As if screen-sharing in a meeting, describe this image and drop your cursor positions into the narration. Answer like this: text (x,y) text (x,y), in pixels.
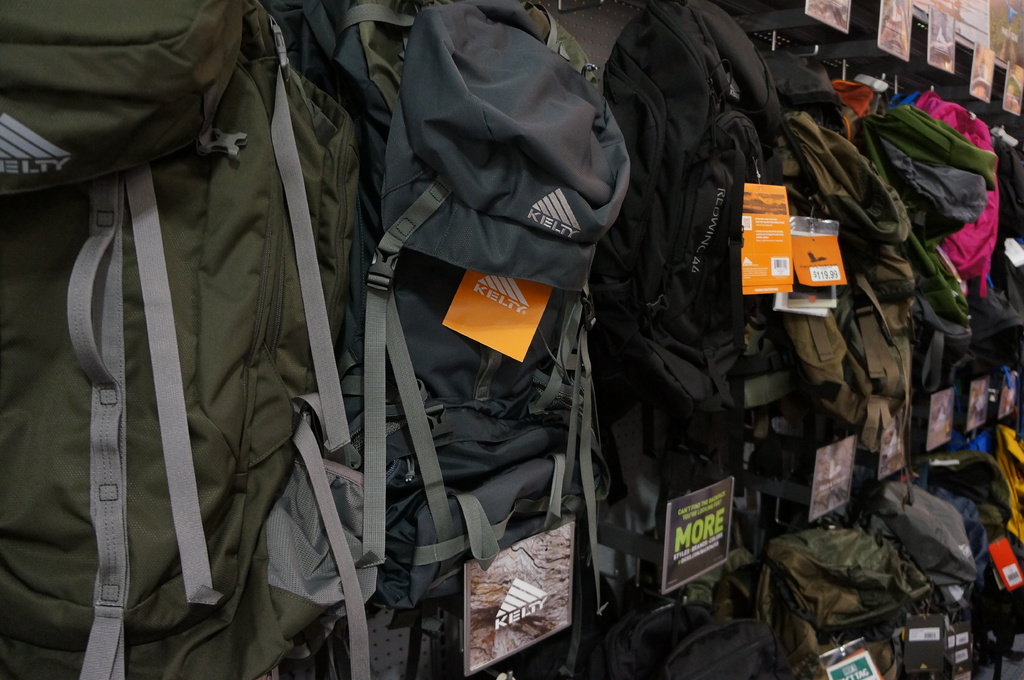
In this image I can see many bags (689,228) which are hanging to the wall (599,28). To the bags (610,337) I can see few cards (531,303) are attached. In the top right (976,27), I can see few photo frames (891,34) are attached to the wall (857,12).
